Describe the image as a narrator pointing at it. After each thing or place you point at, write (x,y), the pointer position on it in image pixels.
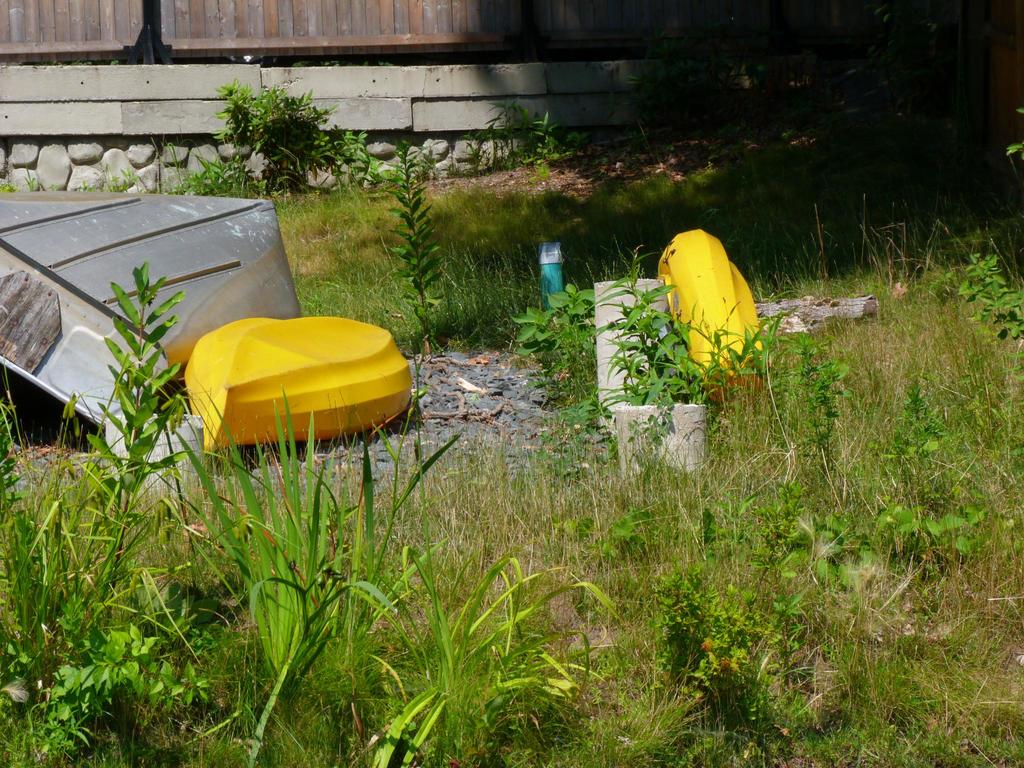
In the image the land (464,233) is covered with plants (545,465) and grass (372,207) all over it, it seems to be a boat (86,257) on the left side (102,356) and over the back (113,22) there is a wall (516,65).
